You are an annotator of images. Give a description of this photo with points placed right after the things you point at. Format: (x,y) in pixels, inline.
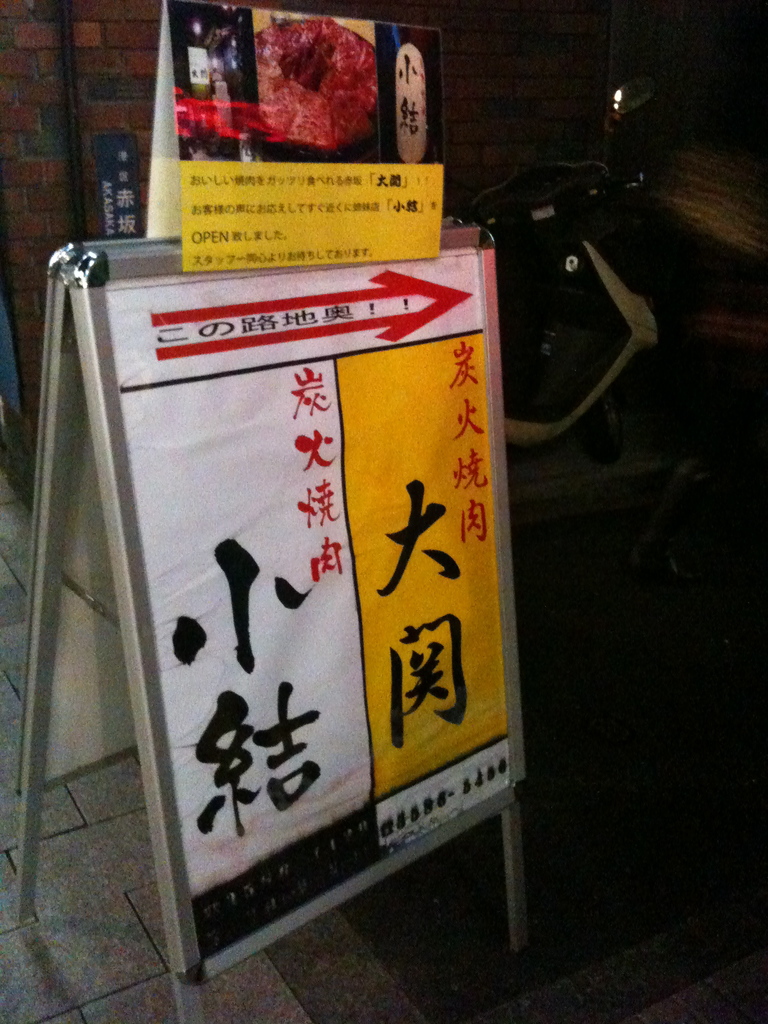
In the image we can see there is a banner (246,892) and there is a bike (622,306) parked on the ground (535,814).
